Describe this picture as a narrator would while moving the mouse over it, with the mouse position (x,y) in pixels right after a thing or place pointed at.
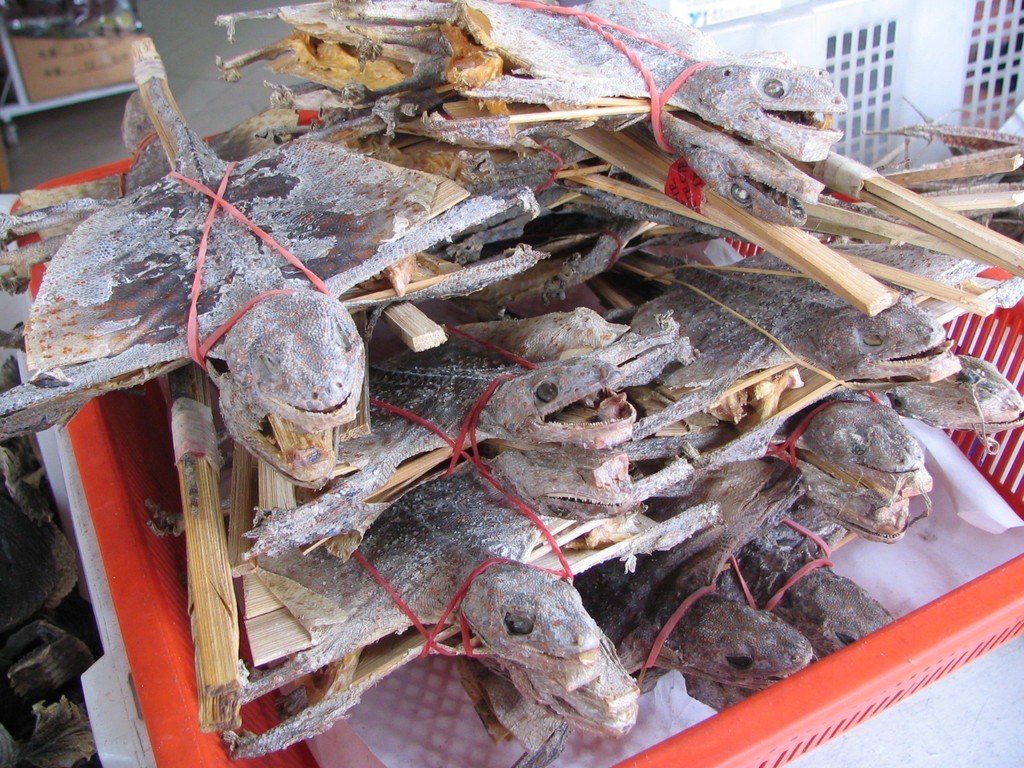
In this image there is a tray (975,598) having some animals (417,413) which are tied to the sticks (864,303). The tray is kept on the table (852,761). Few trays (989,29) are kept on the table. Left top there is an object (124,49) on the floor (80,119).
